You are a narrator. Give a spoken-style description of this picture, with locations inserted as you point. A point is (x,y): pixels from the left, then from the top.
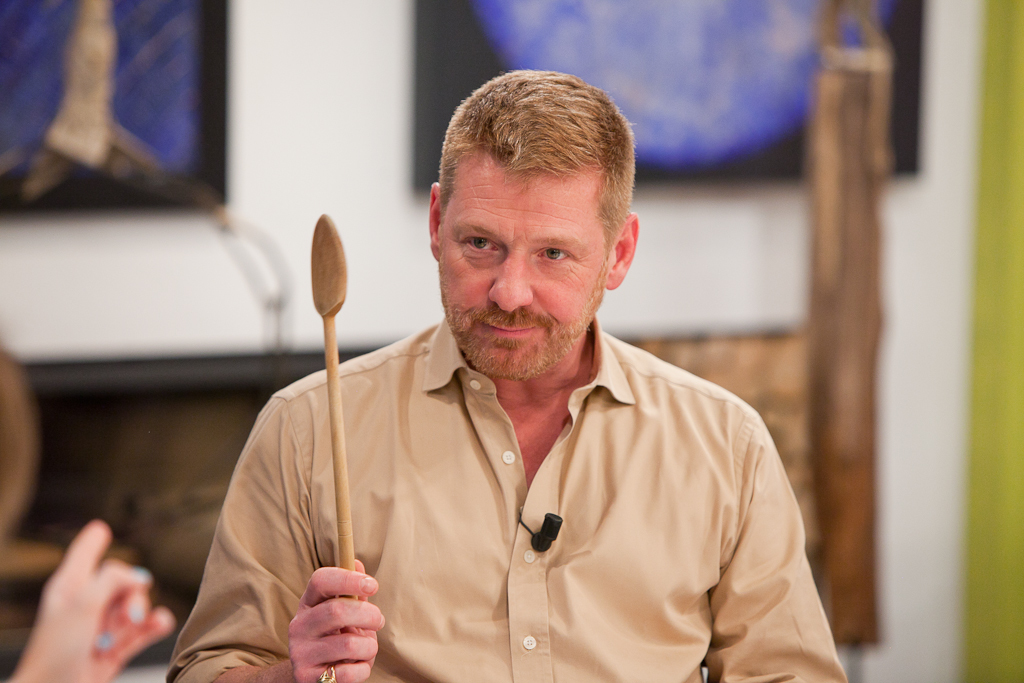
In the background (62,210) we can see a wall (345,139) and frames (538,55) on it. Here we can see a man (606,135) wearing a shirt (541,504) and he is holding a wooden spoon (327,292) in his hand (359,586).
